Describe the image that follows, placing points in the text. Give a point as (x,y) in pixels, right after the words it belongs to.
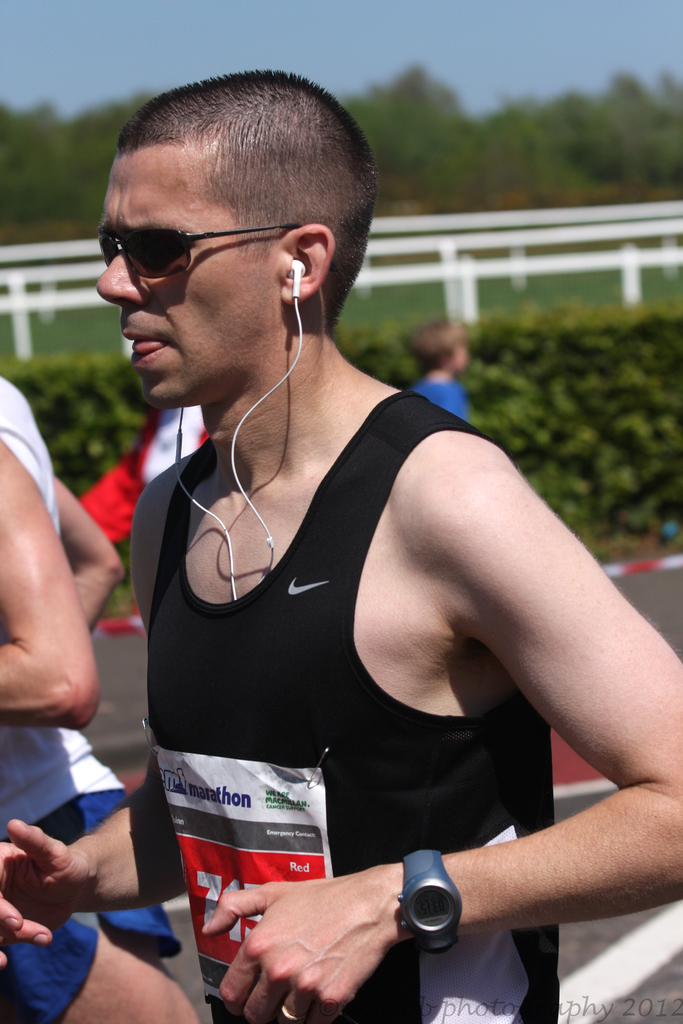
In this image I can see a man (470,830) is running he wore black color cloth (347,790), spectacles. Behind him few people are walking, there are bushes (575,396) and trees (441,119). At the top (165,26) it is the sky (165,37).
